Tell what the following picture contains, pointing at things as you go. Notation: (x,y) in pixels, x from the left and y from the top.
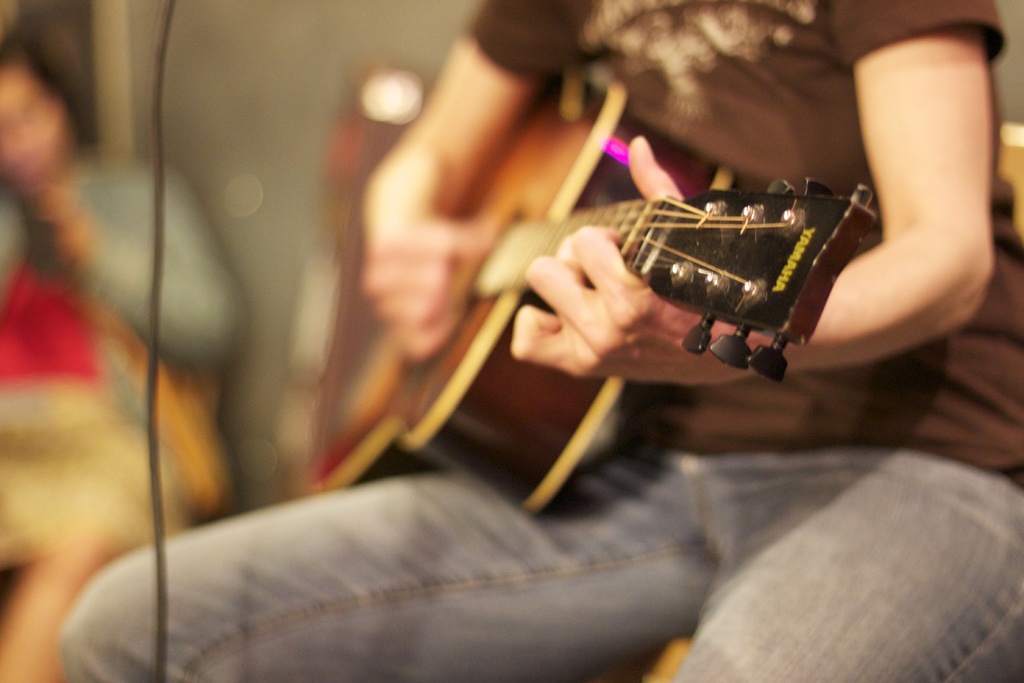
In this image there is a person (420,221) playing a guitar (508,247), behind the person (548,271) there is another person (24,144) sitting in the chair (170,246).
